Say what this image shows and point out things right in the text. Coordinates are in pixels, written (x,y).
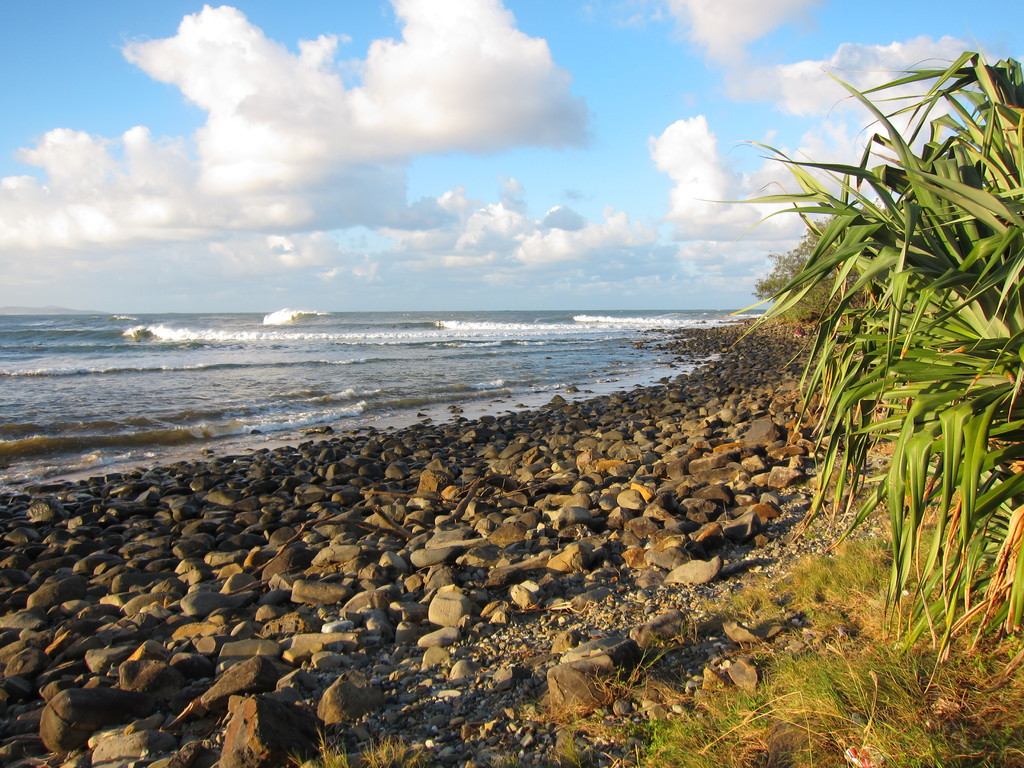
In this picture I can see number of stones (663,506) in front (676,445) and on the right side of this picture (830,284) I can see the plants (923,401) and the grass (926,638). In the center of this picture (458,354) I can see the water (338,327). In the background (476,235) I can see the sky (546,149) which is a bit cloudy.
